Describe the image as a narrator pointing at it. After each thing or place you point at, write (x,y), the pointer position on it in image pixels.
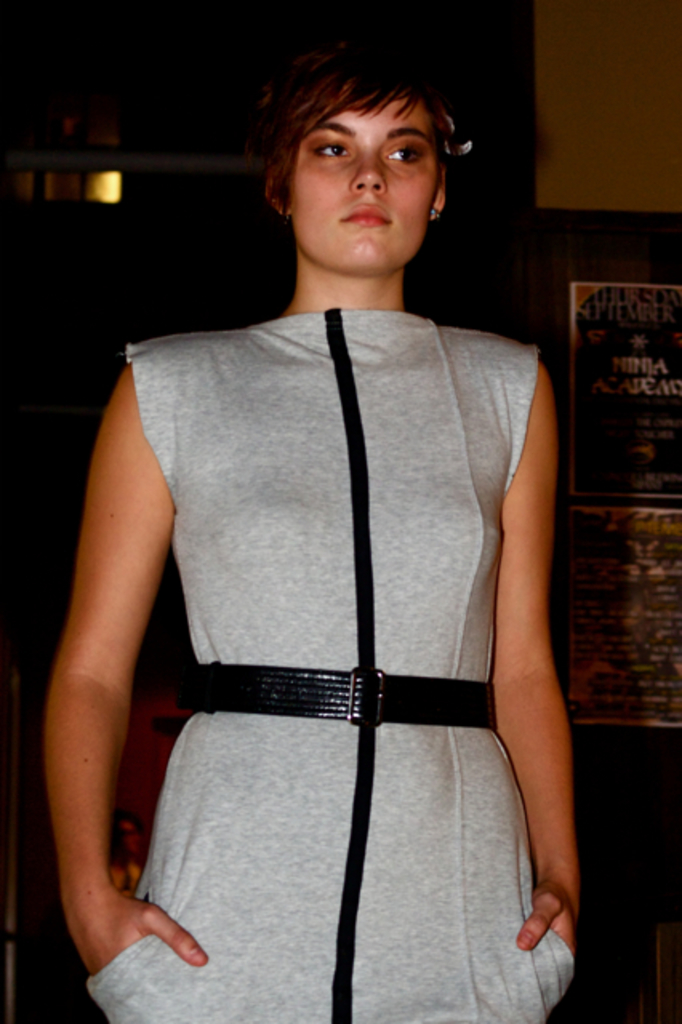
In the foreground of this picture (430,179) we can see a woman (337,385) seems to be standing. In the background (615,171) we can see the wall (575,129), light (114,180) and a person (118,856) and we can see the text (640,402) on the posters (640,434) attached to the wall (534,276) and we can see some other objects (9,844).
